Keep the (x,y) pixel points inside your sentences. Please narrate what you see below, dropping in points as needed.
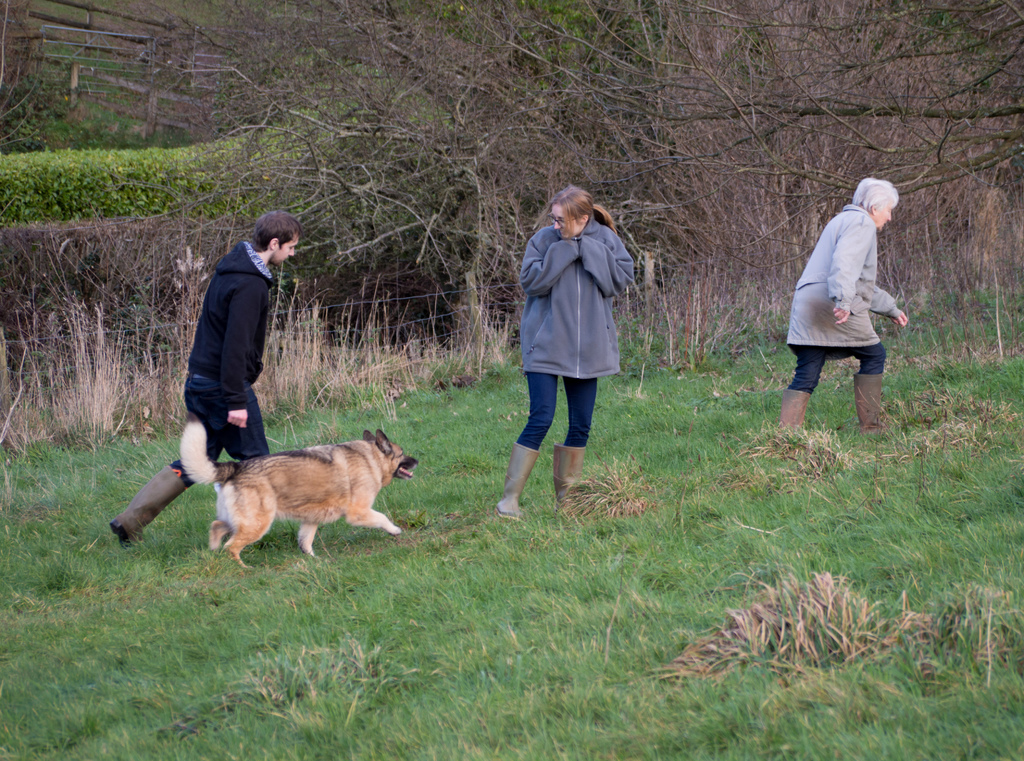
In this image we can see there are people (579,315) and dog (219,475) walking on the grass (478,565) and at the back (450,92) we can see there are trees (382,86), plants (242,73) and fence (168,97).
